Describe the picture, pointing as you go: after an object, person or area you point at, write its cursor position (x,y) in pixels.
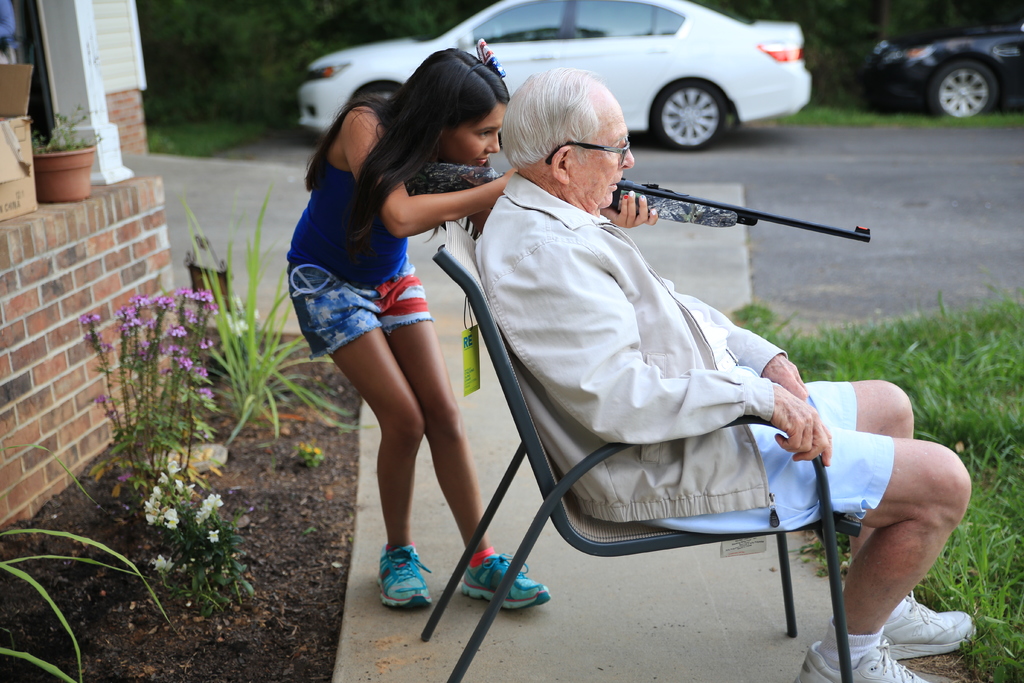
In the foreground of this image (684,391), there is an old man (629,382) sitting on the chair (592,527) and there is a girl (405,387) standing beside the chair (608,523) and holding a gun (716,210) in her hand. On the right (997,429), there is the grass (998,459) and on the left (127,528), there are few plants (230,346) on the ground (124,659), wall (83,250), cardboard box (19,185) and a flower pot (92,160). In the background (911,172), there is a road (945,172), two cars (744,38) and the trees (285,30).
